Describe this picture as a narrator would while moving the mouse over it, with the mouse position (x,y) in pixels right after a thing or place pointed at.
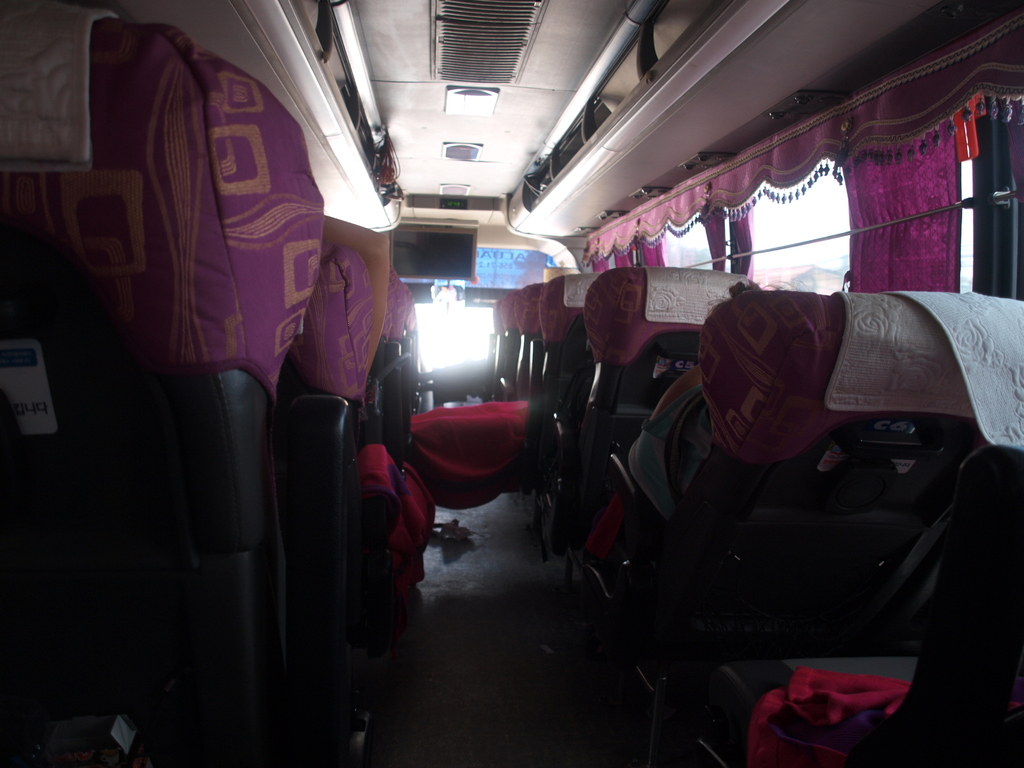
This image is taken inside the bus (414,324). On the left side (327,416) there are seats (330,447) which are pink in colour. In the center (461,459) there is an object (473,467) which is red in colour. On the right side (730,626) there are seats (611,435) and there are curtains (626,241).
